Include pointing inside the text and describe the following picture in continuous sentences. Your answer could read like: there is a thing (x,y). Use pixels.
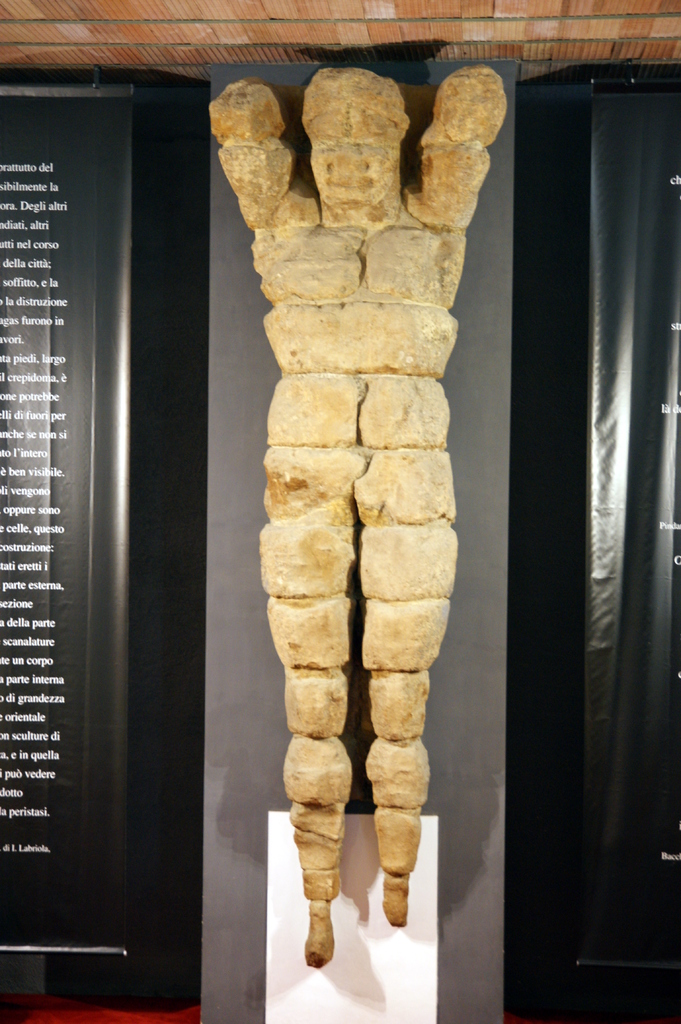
In the center of the image (388,540) we can see the sculpture (352,479). We can also see a paper (424,1003) attached to the pillar (446,924). Image also consists of the banners (639,171) with the text (7,778). We can also see the ceiling (384,29) and also the wall (556,267).
